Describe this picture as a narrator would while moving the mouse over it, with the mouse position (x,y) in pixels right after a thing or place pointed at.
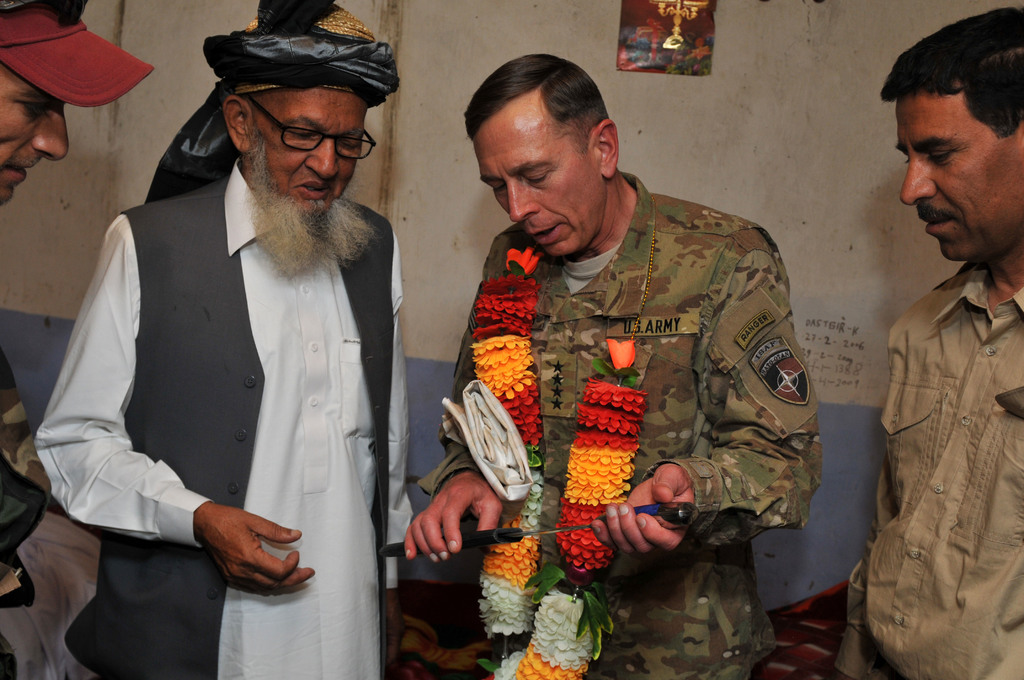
In this picture we can see four persons (459,350) standing here, there is a knife (506,541) in his hand (486,508), a man (20,161) on the left side (26,161) wore a cap (47,55), in the background (732,131) there is a wall (746,130), we can see a photo (691,46) here, there is a cloth (489,468) here.
